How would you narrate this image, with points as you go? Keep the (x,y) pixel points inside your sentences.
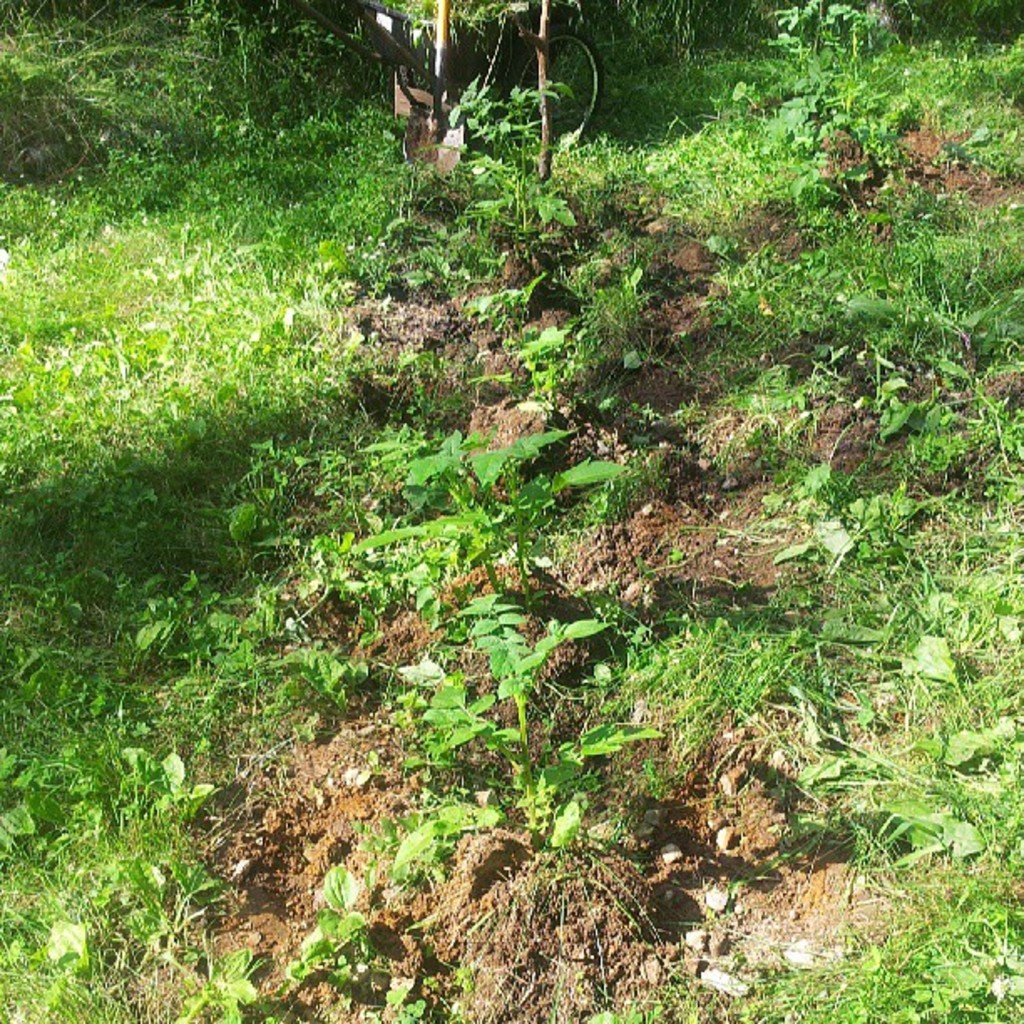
In this image I see the grass (17,274) and the plants (551,778) and I see the mud (522,425) and I see a cart (324,19) over here.
